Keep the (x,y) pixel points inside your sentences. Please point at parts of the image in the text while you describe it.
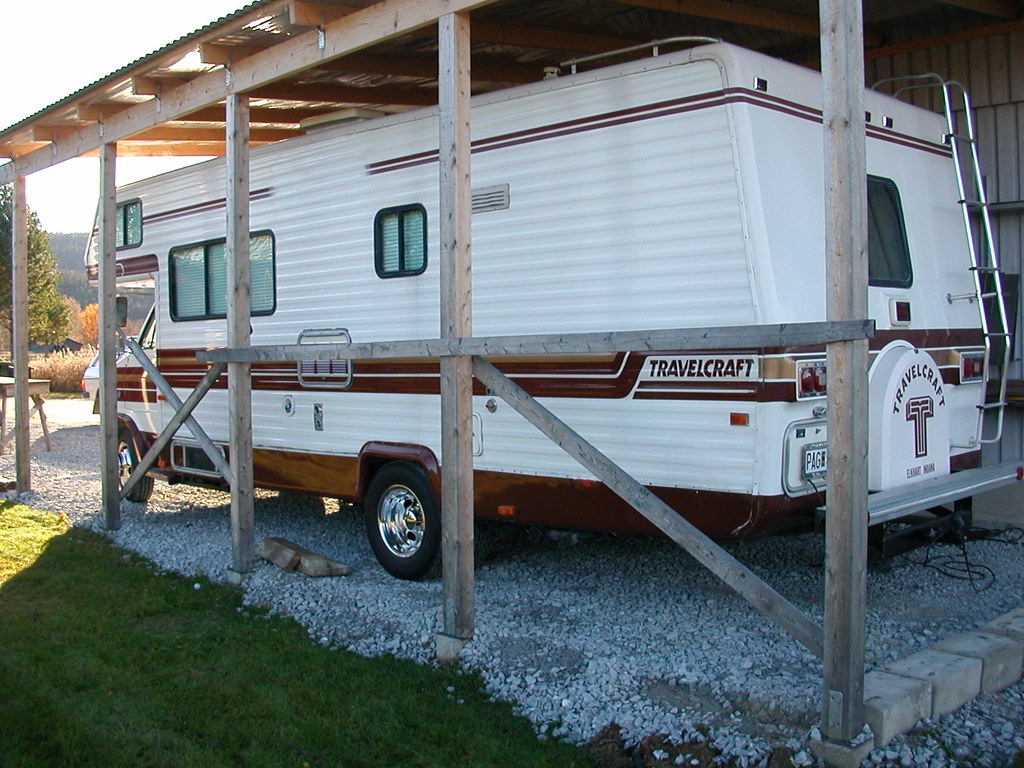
In this picture we can see a shed (363,47), at the bottom (395,713) there is grass (411,714) and stones (555,632), we can see a vehicle (556,328) here, on the left side (34,291) there is a tree (30,252), we can see the sky (119,33) at the top of the picture (125,41).
